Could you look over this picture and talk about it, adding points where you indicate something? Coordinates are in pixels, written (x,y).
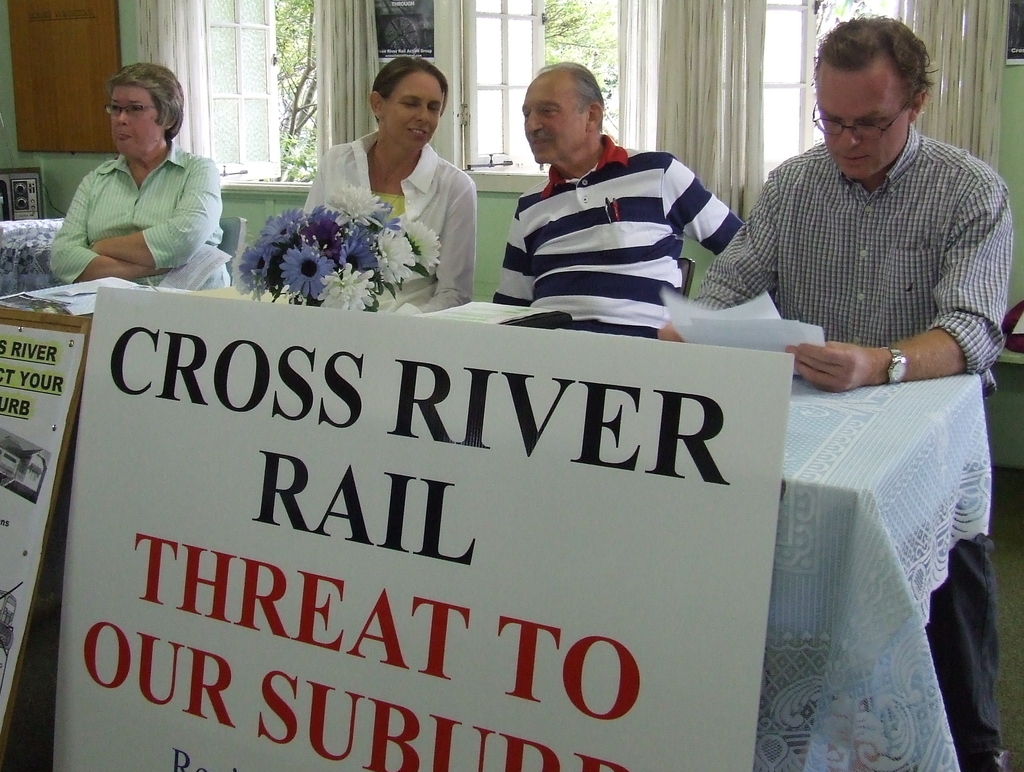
In this image we can see persons (545,191) sitting at the table (833,428). On the table (889,428) we can see flower vase (287,225) and papers (172,278). At the bottom of the image (418,552) we can see boards (162,538). In the background (210,139) we can see windows (266,50), wall (127,45), curtains (951,77) and trees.
